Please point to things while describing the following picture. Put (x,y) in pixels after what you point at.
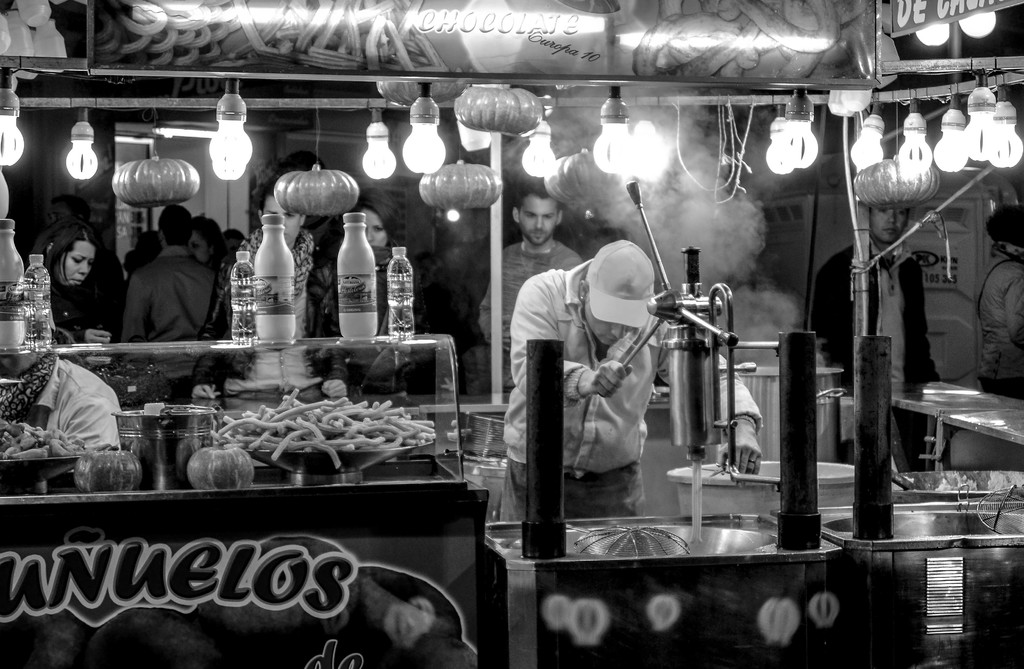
The image looks like a food court (212,612), many food items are being prepared and there are also group of people (155,292) waiting for the food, in the background (124,139) there is a door (228,203).
